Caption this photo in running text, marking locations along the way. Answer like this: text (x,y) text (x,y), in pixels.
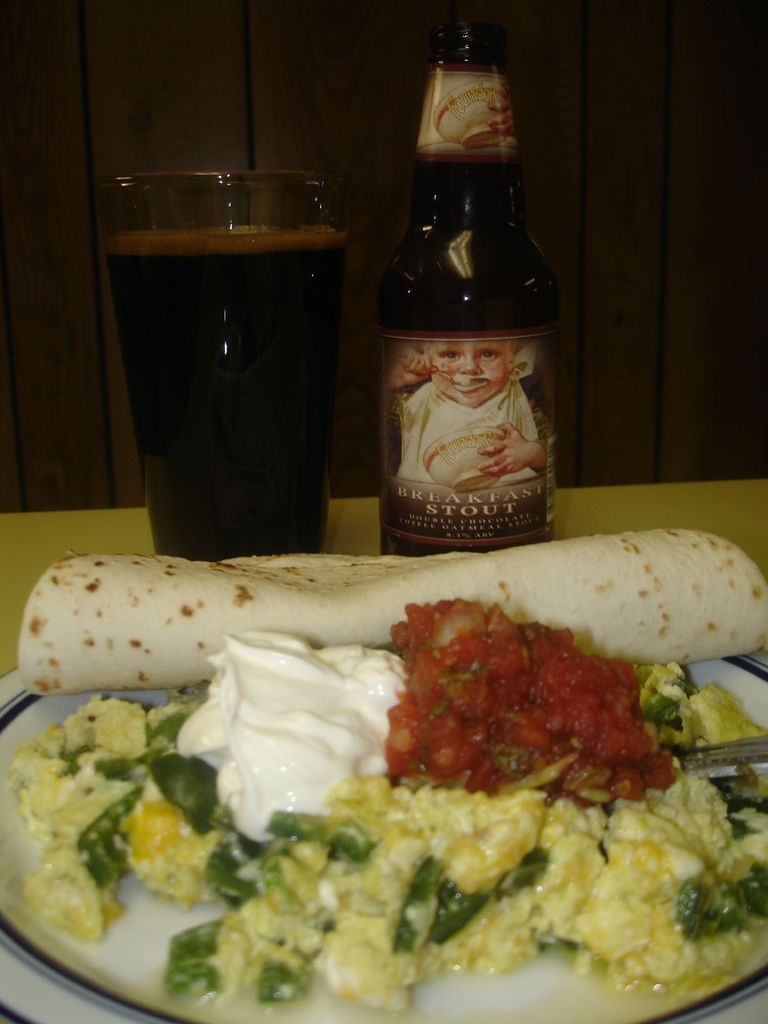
At the bottom of the image (707,972) there is a white plate (123,1021) with food item (393,598). Behind the plate (413,689) there is a bottle (441,99) and also there is a glass (271,483) with a liquid (274,482) in it. In the background (609,160) there is a brown wall (405,193).
